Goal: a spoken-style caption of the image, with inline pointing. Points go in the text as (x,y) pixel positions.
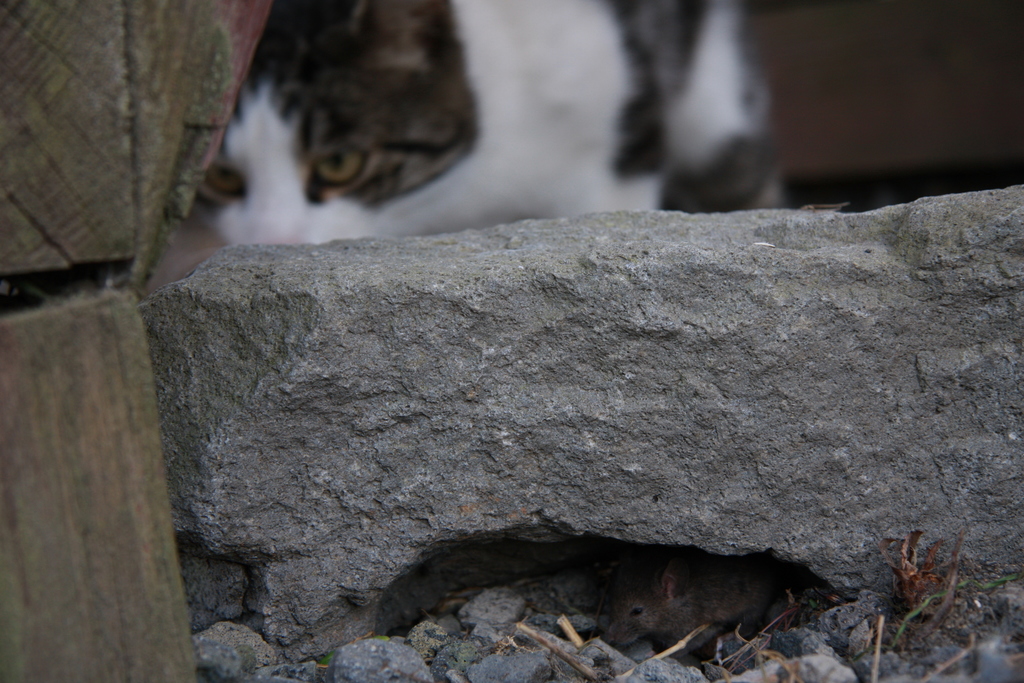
In this picture I can see a rat (673,630) at the bottom (655,639), in the middle (599,375) there is a stone (472,427). On the left side (76,624) they look like the wooden planks (125,317), at the top (510,198) there is a cat (488,218).
